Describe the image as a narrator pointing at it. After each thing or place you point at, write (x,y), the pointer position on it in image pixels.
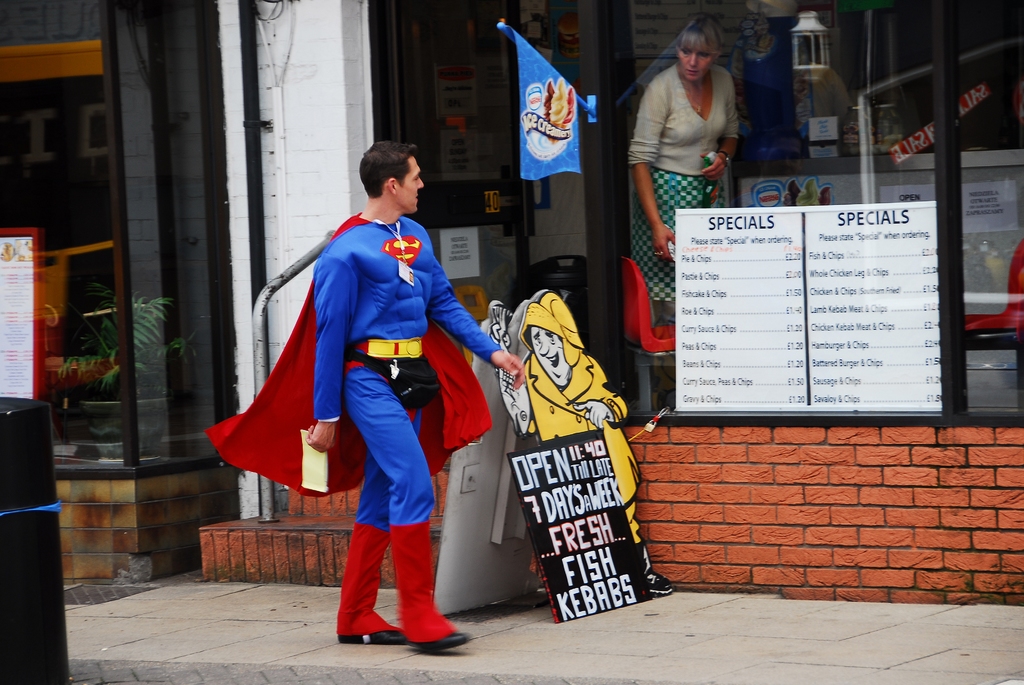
As we can see in the image there is a man (399,406) who is walking on the footpath (331,589) he is wearing a superman costume (372,322). The man (379,204) is looking at a woman (688,155) who is standing in the shop (856,182) and in front of her there is a white menu board (816,396) which says "Specials" on the both sides and outside the shop (769,548) there is a statue (549,346) of a man (592,420) who is standing with a board (526,510) which says "Open 11:40 till late 7 days a week Fresh Fish Kebabs" and the shop (790,513) is made up of bricks (739,512). Beside the shop (479,67) there is another shop (100,497) and there is a plant (143,347) in the shop (124,369) and in front of the shop (51,411) there is a black colour box (29,492).
